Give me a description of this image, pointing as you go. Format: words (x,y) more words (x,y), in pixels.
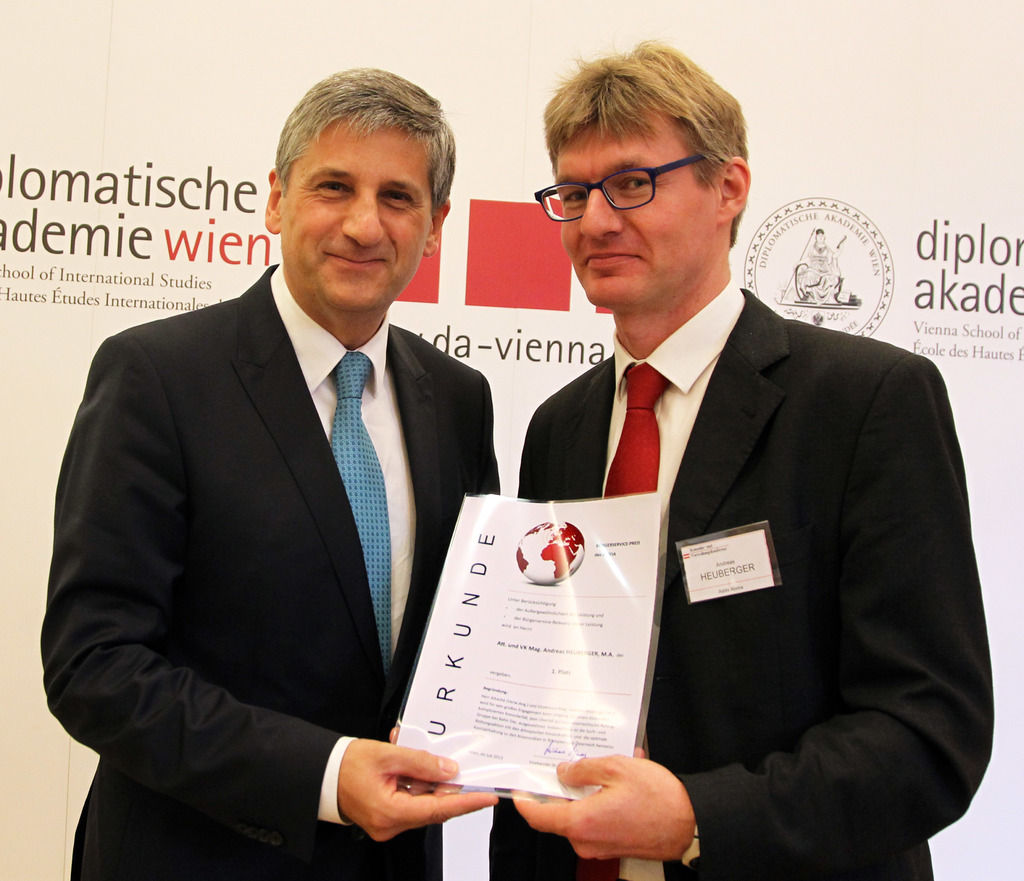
In this image we can see two men (352,527) are standing and holding a laminated paper (554,571) in their hands (537,802). In the background (35,287) we can see a hoarding (513,67).
